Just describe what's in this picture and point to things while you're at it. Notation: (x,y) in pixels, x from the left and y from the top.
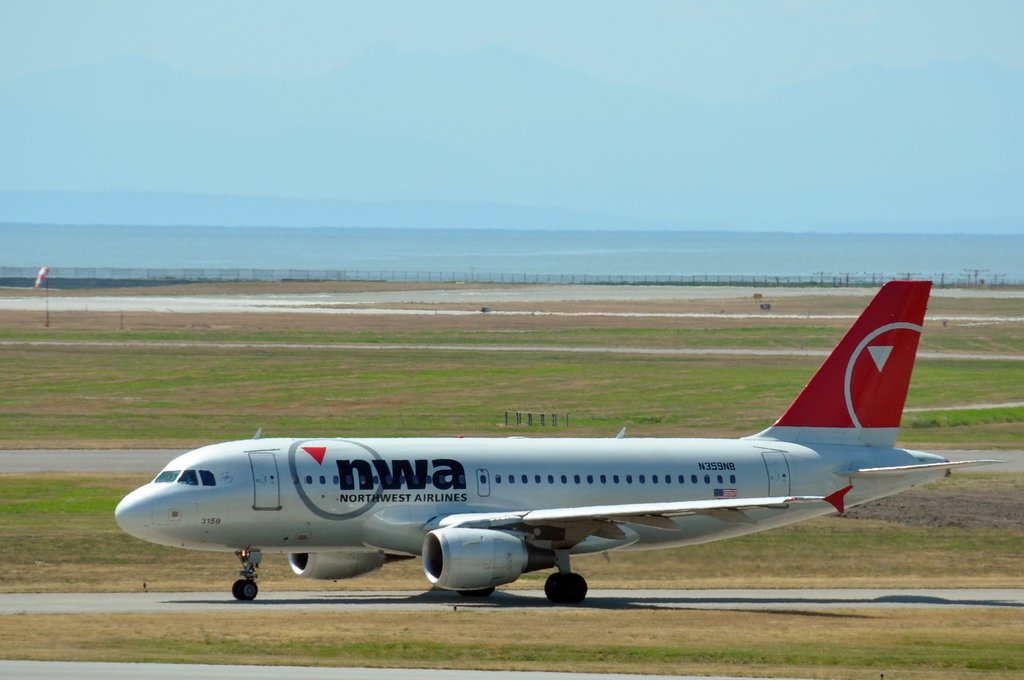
As we can see in the image there is grass (377,384), plane (374,456) and in the background (151,273) there is fence (297,278). On the top (615,54) there is sky (615,54).
